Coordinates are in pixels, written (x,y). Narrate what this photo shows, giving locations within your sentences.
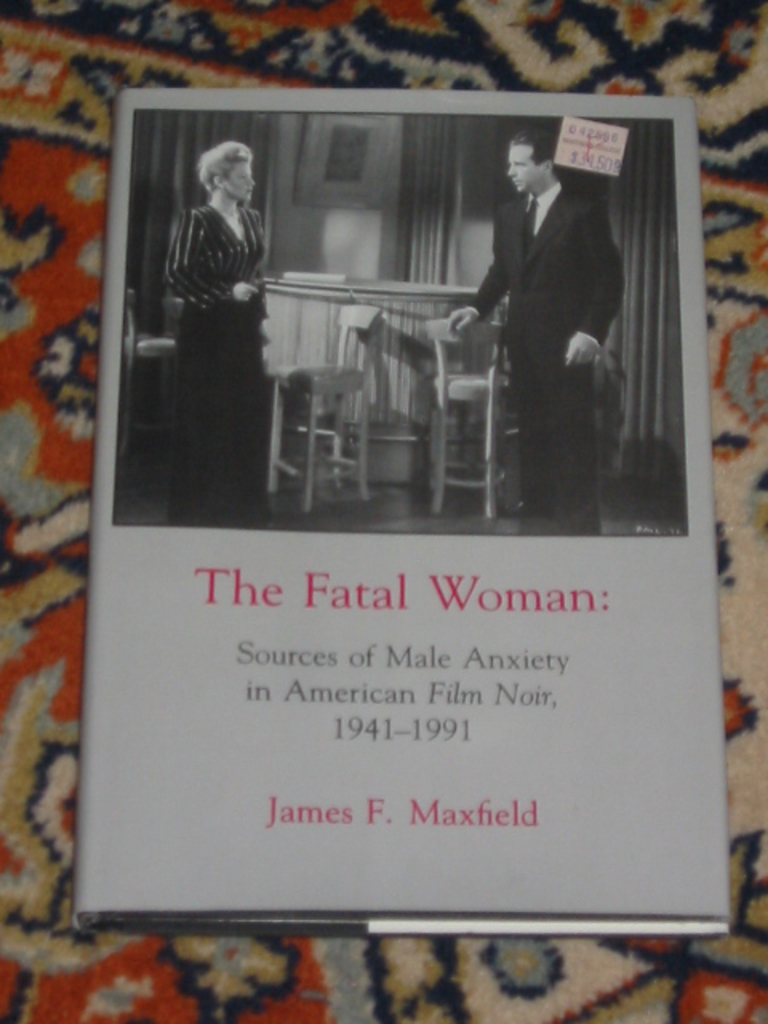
In this picture we can see a book (221,819) placed on a cloth (357,50) and on this book (199,212) we can see two people (527,302), table (440,309), chairs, curtains (633,164), stamp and some text (499,680).
